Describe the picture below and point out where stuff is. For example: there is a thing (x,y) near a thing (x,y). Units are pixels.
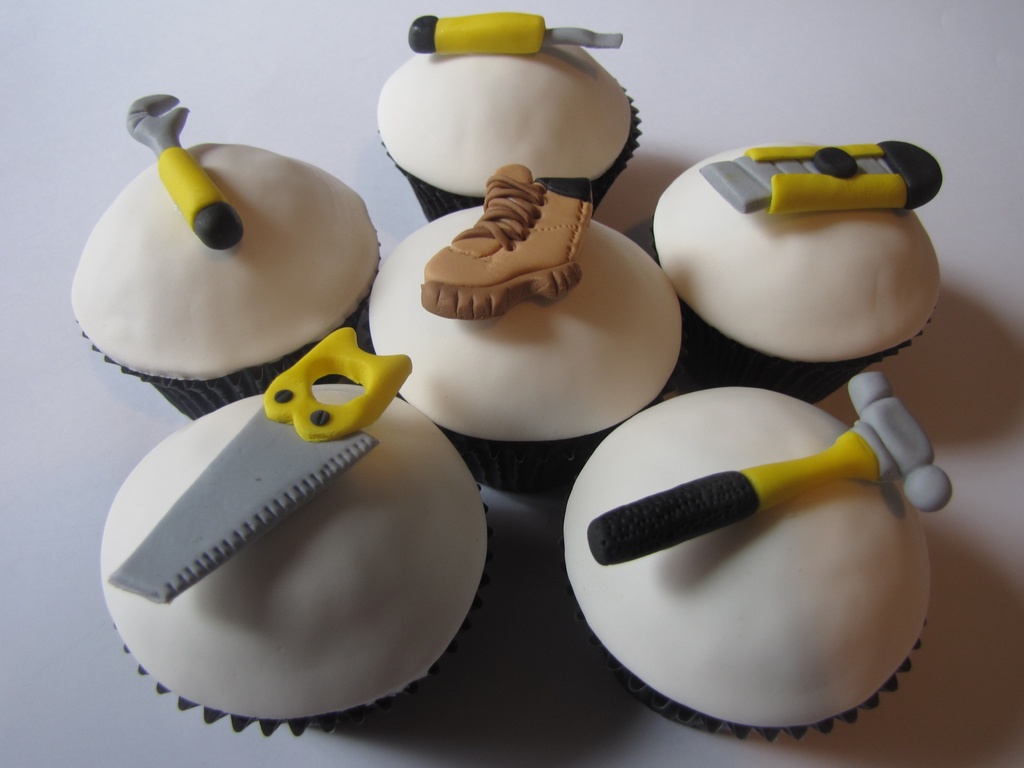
In this picture we can see cupcakes (135,324) on the surface (881,92). On the top of the cupcakes (507,375) we can see tools (176,180) and a shoe like structured food items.
